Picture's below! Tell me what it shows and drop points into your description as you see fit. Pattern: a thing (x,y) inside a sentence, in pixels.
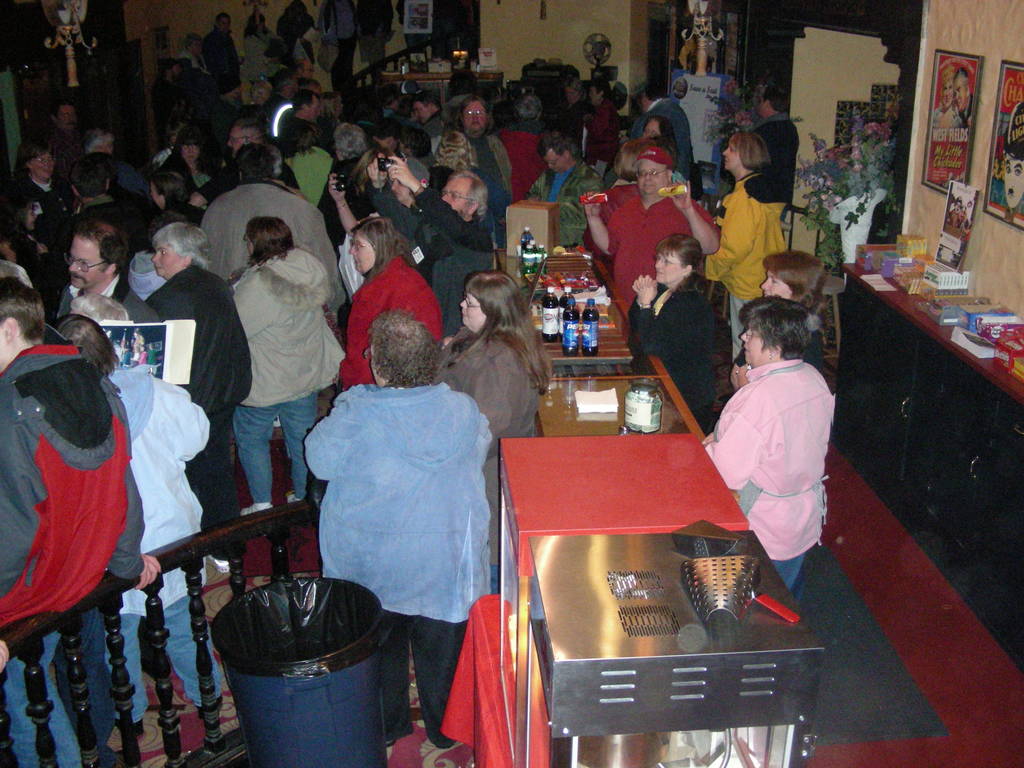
In this picture, we see many people (316,288) are standing. At the bottom (118,666), we see the railing (160,685) and the garbage bin (258,669) in blue color. Beside that, we see the tables (573,568) in red and black color. Beside that, we see the table (610,332) on which cool drink bottles (562,311), water bottles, tissue papers (591,410) and some other items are placed. On the right side (1005,495), we see a table (888,305) or a cupboard (898,297) on which carton boxes (955,319) and books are placed. Beside that, we see a wall (1023,243) on which photo frames (953,128) are placed. Beside that, we see the flower pot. In the background (548,38), we see the wall (516,64) and a table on which some items (438,66) are placed.
